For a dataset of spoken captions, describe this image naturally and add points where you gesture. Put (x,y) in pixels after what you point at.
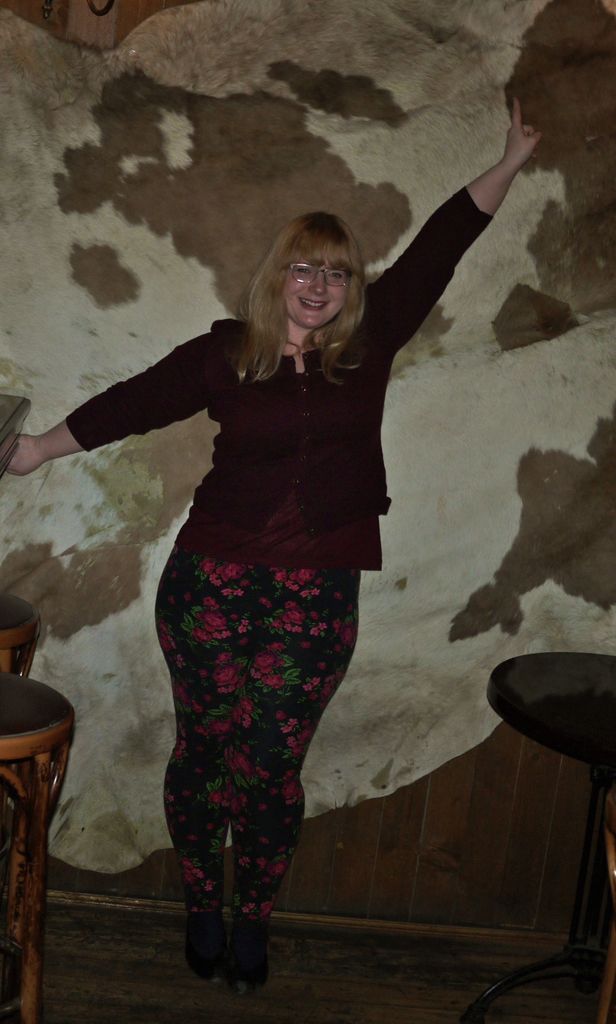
This is the picture of a woman (229,521), the woman (274,688) is standing on the floor (252,1023) and smiling. Beside the woman (253,749) there are tables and chairs (40,729). Behind the woman (274,500) there is a wall (465,122).
